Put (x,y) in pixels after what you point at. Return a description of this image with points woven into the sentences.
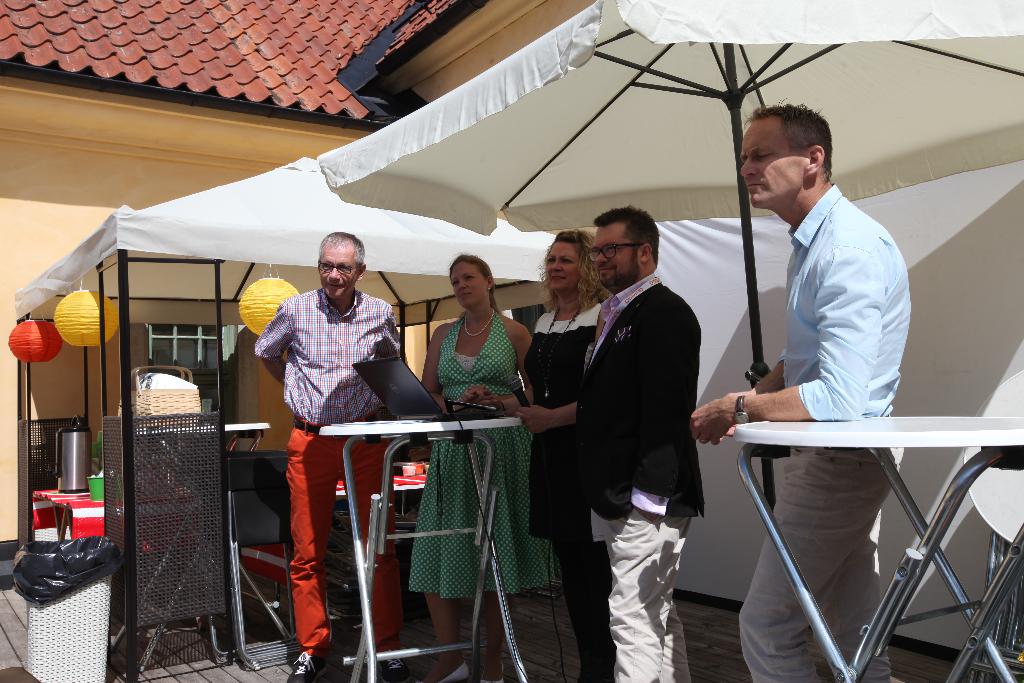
The photo is taken outside a building (112,367). There are two tents (287,270). On the left side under the tent (169,269) there is table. On the table (178,425) there is a basket (173,394). Beside that there is jug (77,439). On the left side (70,620) there is a dustbin (58,612). There are some hangings (75,336) hanged on the tent (103,242). On the right side (824,311) under the tent (729,135) there are five persons (554,344). In front of them there are two table (455,439). On the middle table (436,423) there is a laptop (419,403). On the right (835,331) one person (837,350) has put his hand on the table (858,422). In the background (425,83) there is a building (327,93).
